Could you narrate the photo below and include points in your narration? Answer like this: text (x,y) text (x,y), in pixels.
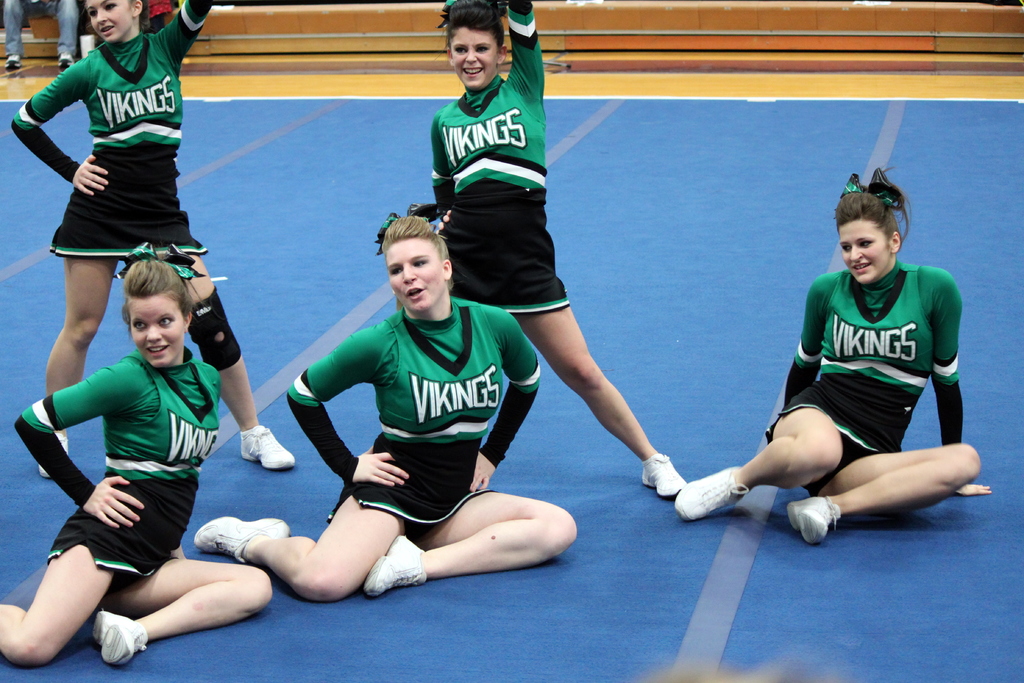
In this Image I can see at the bottom (128,458) three girls (496,443) are sitting, in the middle (481,228) two girls (125,43) are standing and they are laughing, wearing green color dresses (530,362).
